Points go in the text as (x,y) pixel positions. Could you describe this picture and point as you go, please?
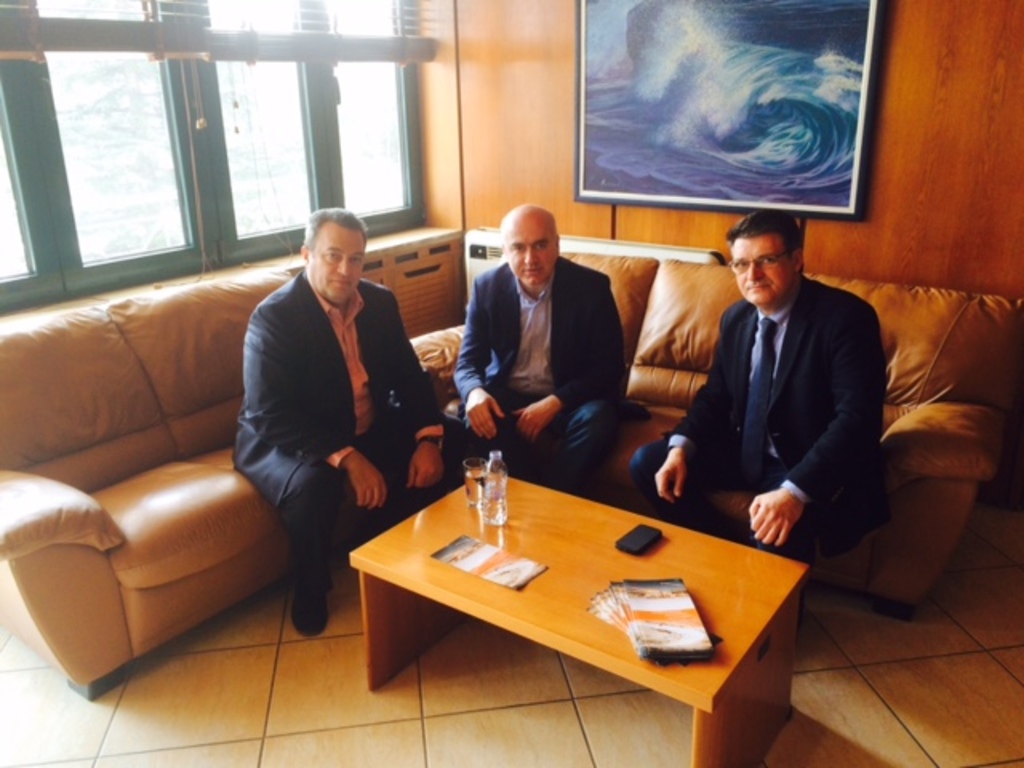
In this image we can see there are few persons (705,404) sat on the sofa (150,417), in front of them there is a table (557,599). On the table (510,591) there are papers (664,625), bottle (492,521), glass (470,487) and a phone (624,548). In the background (615,189) there is a frame (598,155) hanging on the wall (915,186), the other side there are windows (147,197).
